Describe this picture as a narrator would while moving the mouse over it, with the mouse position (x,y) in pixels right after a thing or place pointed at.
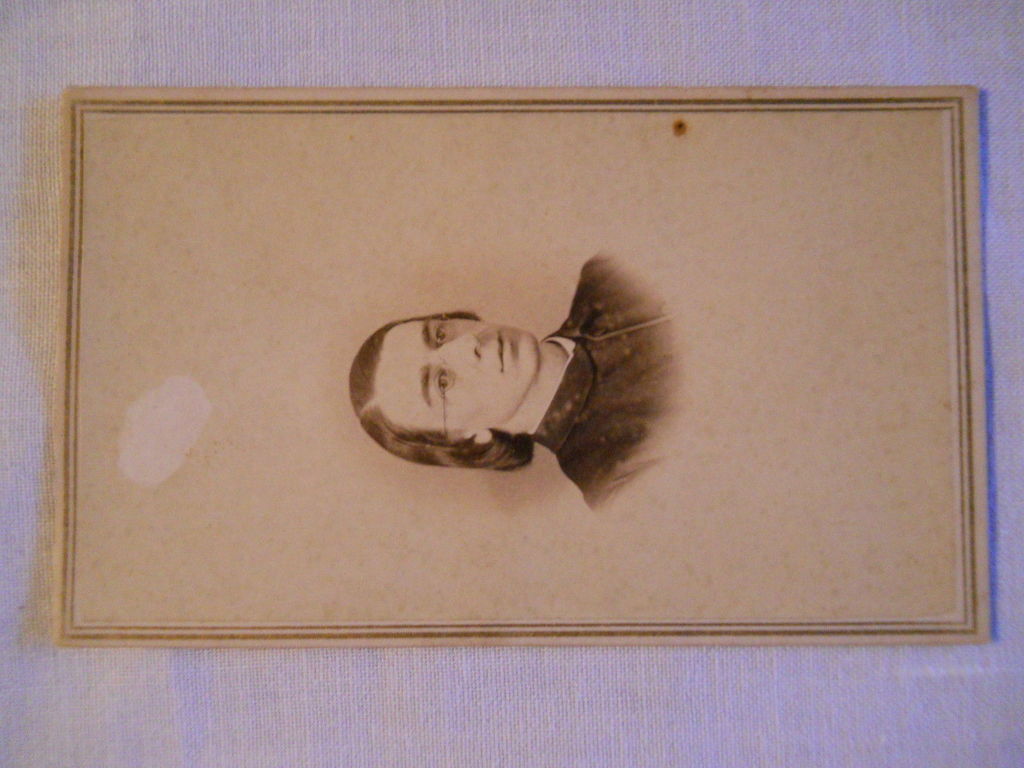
This is a zoomed in picture. In the center (351,282) there is a picture (512,448) of a person (506,353) attached to the picture frame (932,114) which is placed on the top of an object (640,23).
